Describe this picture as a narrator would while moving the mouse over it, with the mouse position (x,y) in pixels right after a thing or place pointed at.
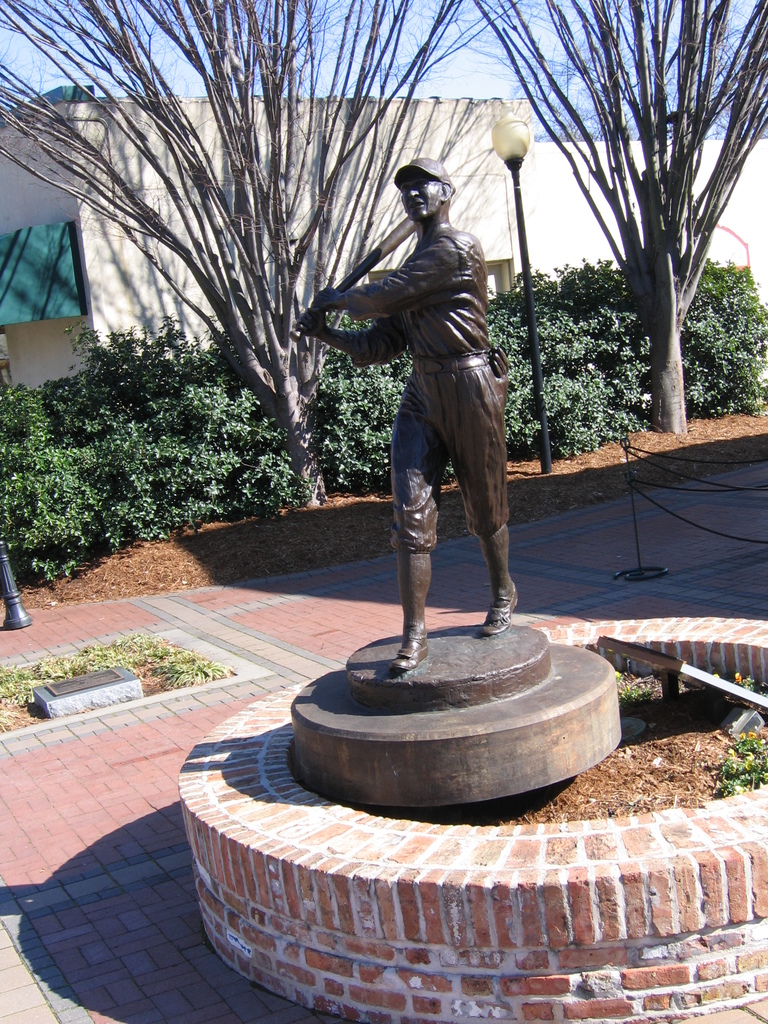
In this image we can see a statue (412,222) and in the background (181,410) we can see plants (328,370), pole (510,115), trees (409,71), fencing (676,483), sky (145,35) and building (21,206).
